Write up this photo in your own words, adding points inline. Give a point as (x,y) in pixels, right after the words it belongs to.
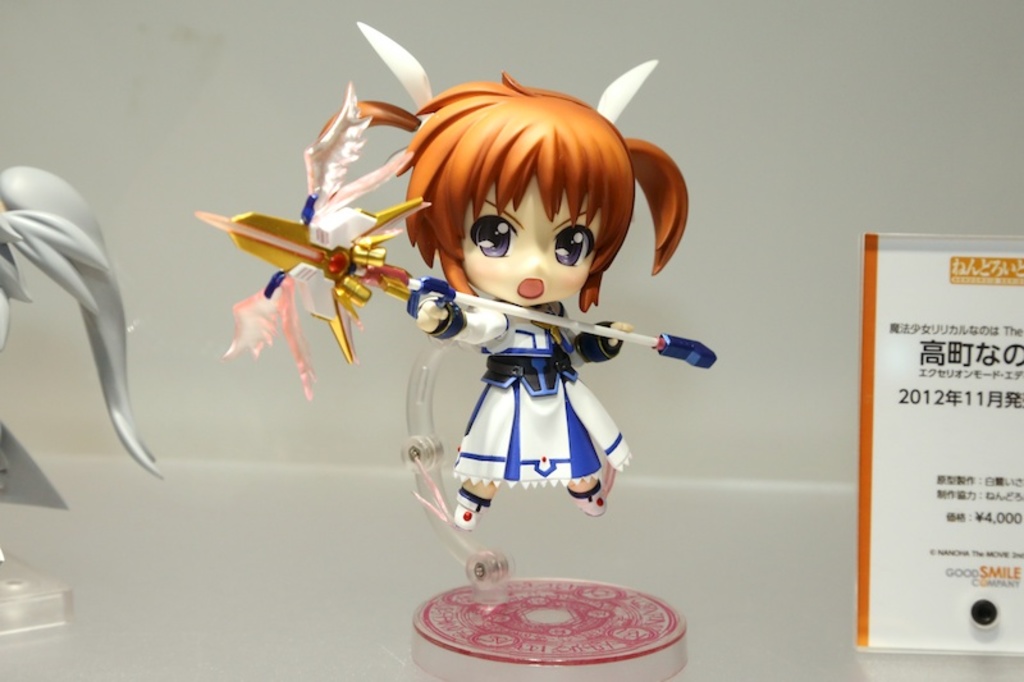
In this picture we can see toys (55,269), board (960,280) and some objects (420,619) on a surface (204,552) and in the background (748,184) we can see the wall (780,251).
